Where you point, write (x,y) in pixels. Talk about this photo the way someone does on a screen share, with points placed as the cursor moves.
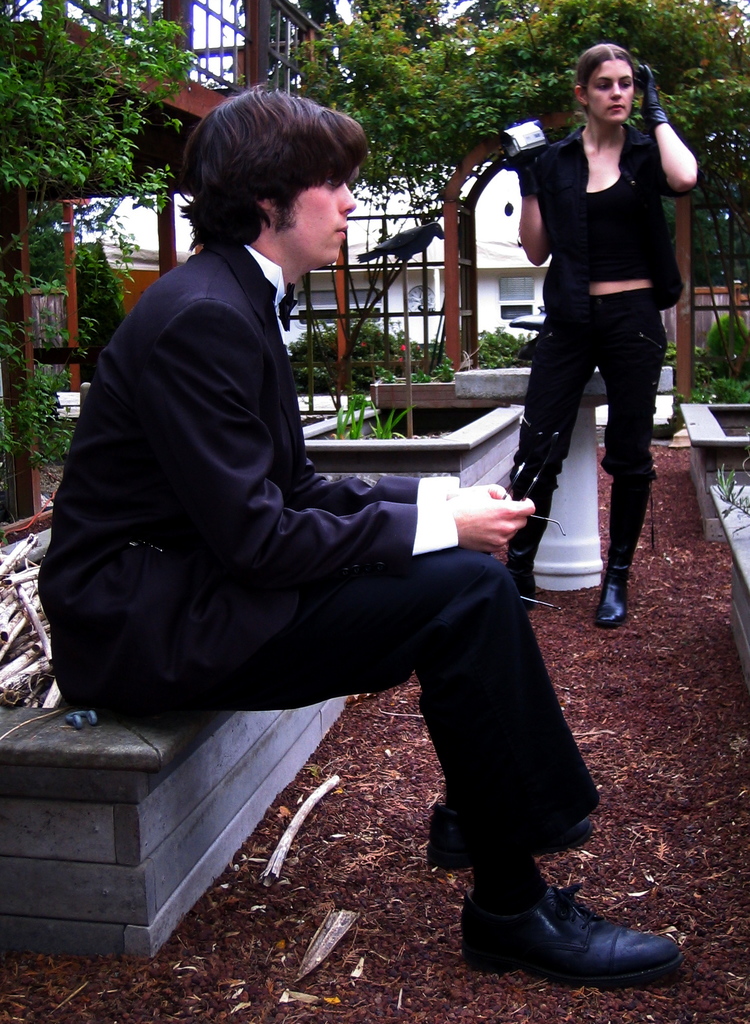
In the foreground (169,378) there is a person (303,590) sitting on bench (258,729). In the background (61,233) there are trees (423,82), plants (63,143), railing (254,14) and other objects (470,242). In the center of the picture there is a woman (605,246) standing. In the picture there is soil (665,737) and twigs (278,849).
